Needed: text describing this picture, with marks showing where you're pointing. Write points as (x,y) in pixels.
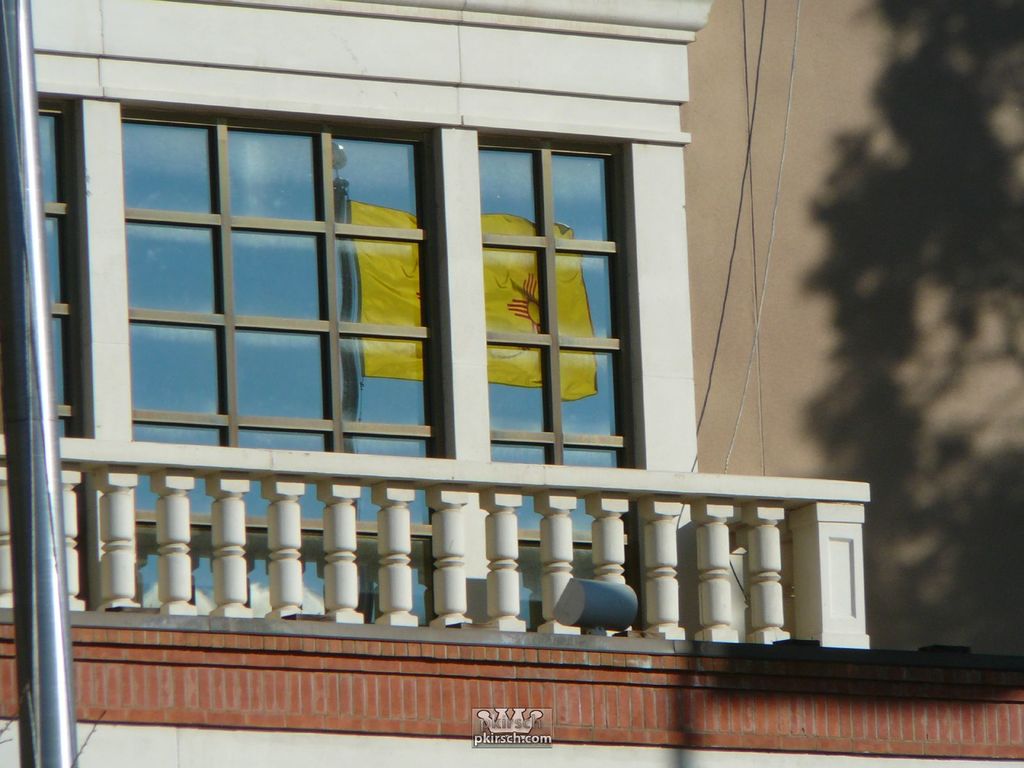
In this image, we can see a balcony (408,465). There is pole (54,444) on the left side of the image (47,470). There is a wall (961,366) on the right side of the image (910,344).
